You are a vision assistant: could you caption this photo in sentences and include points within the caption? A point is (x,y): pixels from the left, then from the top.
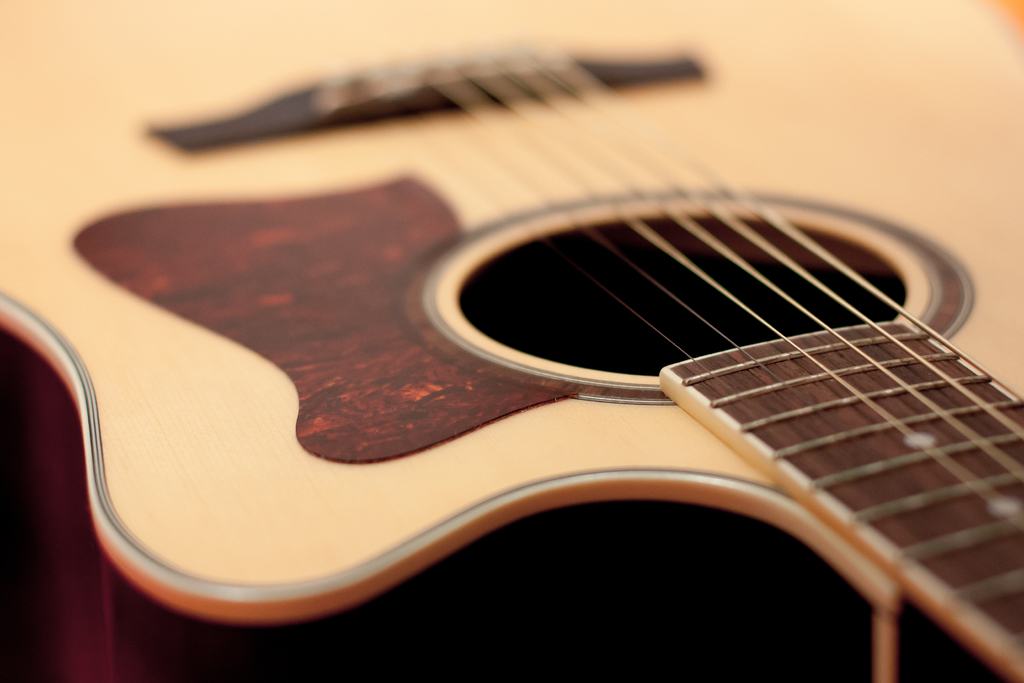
In the image there is a wooden color beautiful guitar (396,302).
